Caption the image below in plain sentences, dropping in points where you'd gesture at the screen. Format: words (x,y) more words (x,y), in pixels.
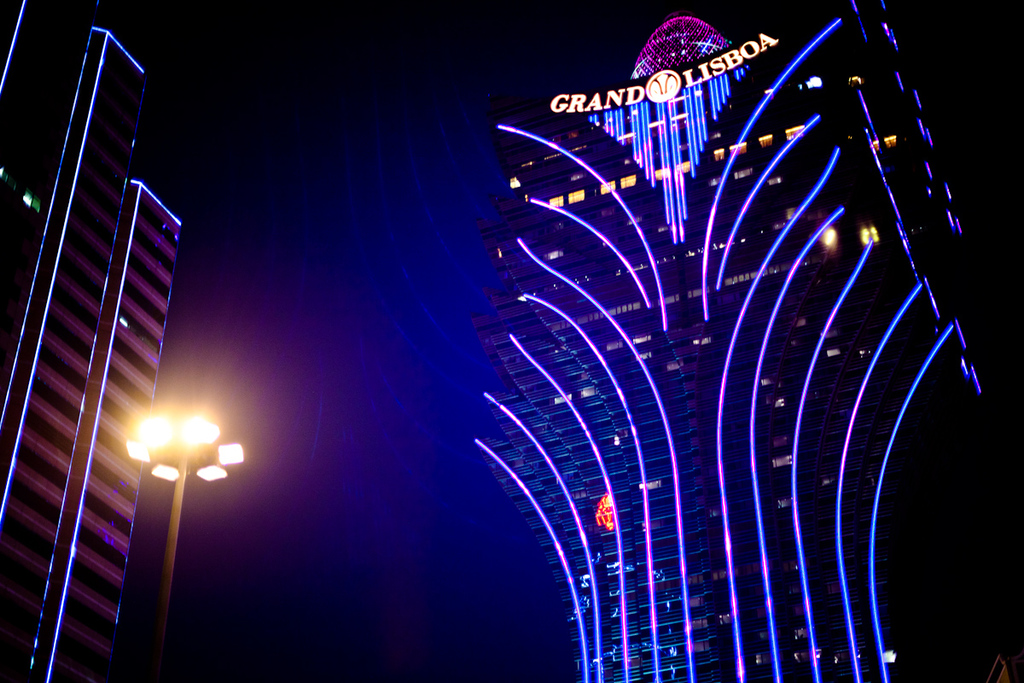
In this image there are buildings (539,490) with the lights (759,514) and there is focus lights (203,433) connected to a pole (170,572). The background (445,628) is dark.
